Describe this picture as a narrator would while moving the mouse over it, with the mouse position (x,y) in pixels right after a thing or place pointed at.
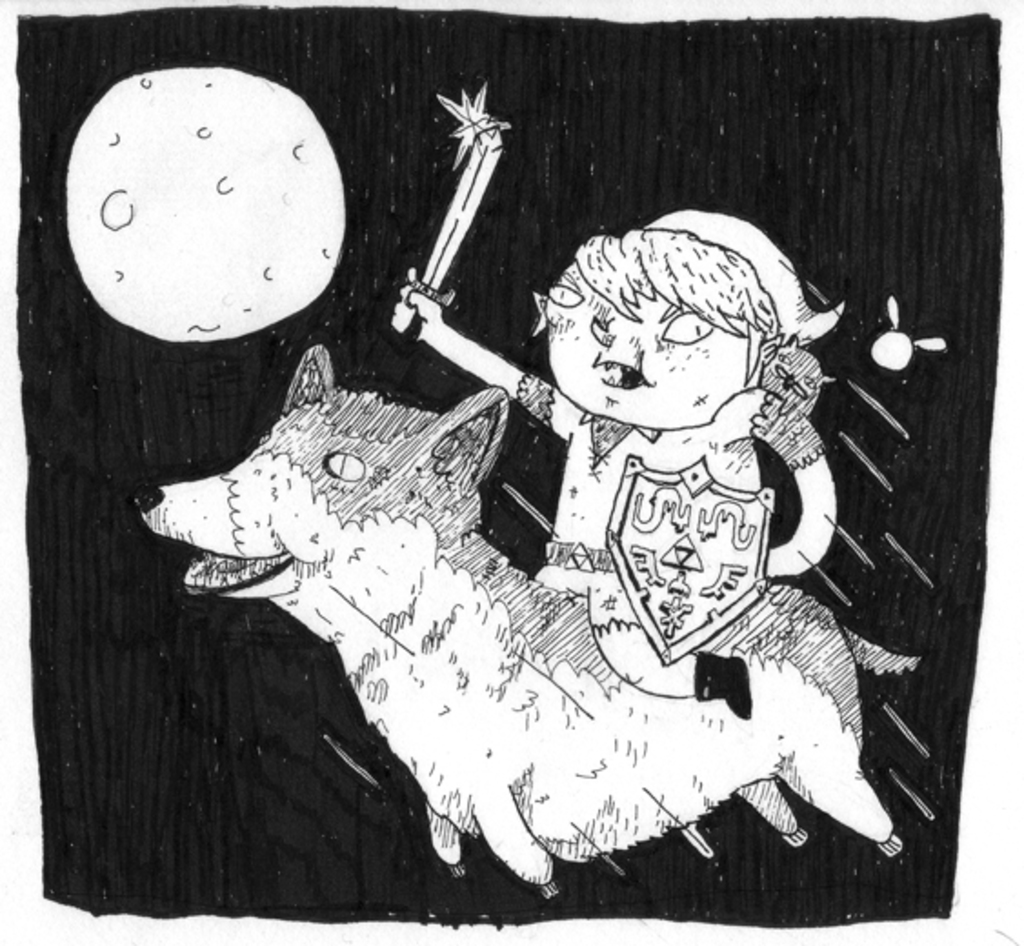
In this picture I can see there is a child (611,510) holding a sword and riding an animal (295,436) and in the backdrop (358,315) there is a moon (212,114) and the backdrop (957,614) is dark. This is a drawing.
